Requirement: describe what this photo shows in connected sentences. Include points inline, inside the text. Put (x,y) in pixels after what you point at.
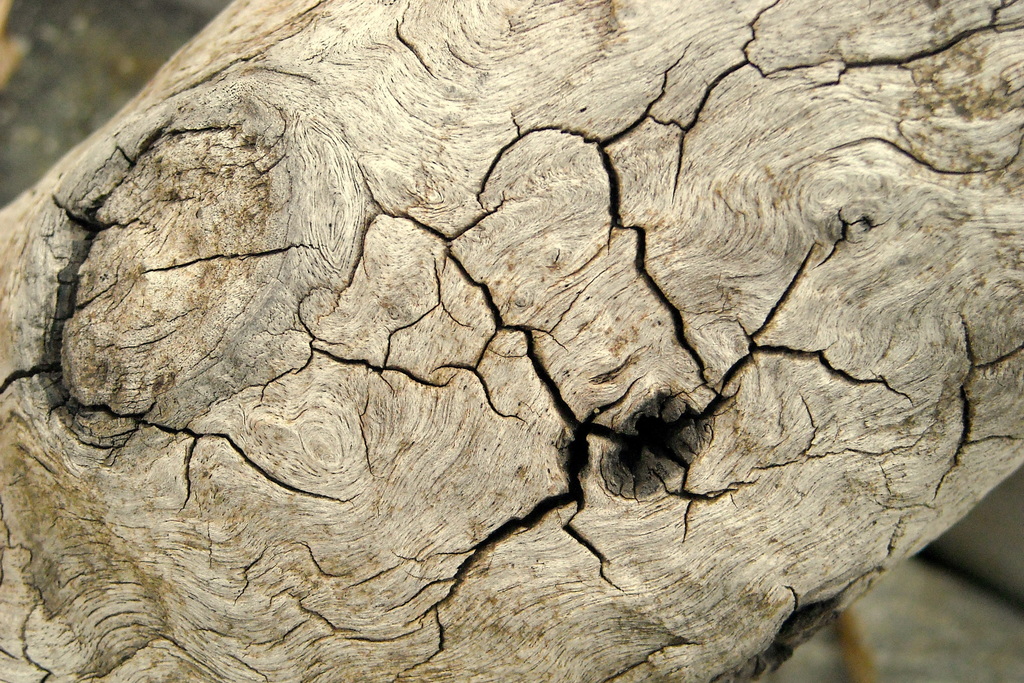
There are cracks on the wood (319,424). And the background (40,26) is blurred.
